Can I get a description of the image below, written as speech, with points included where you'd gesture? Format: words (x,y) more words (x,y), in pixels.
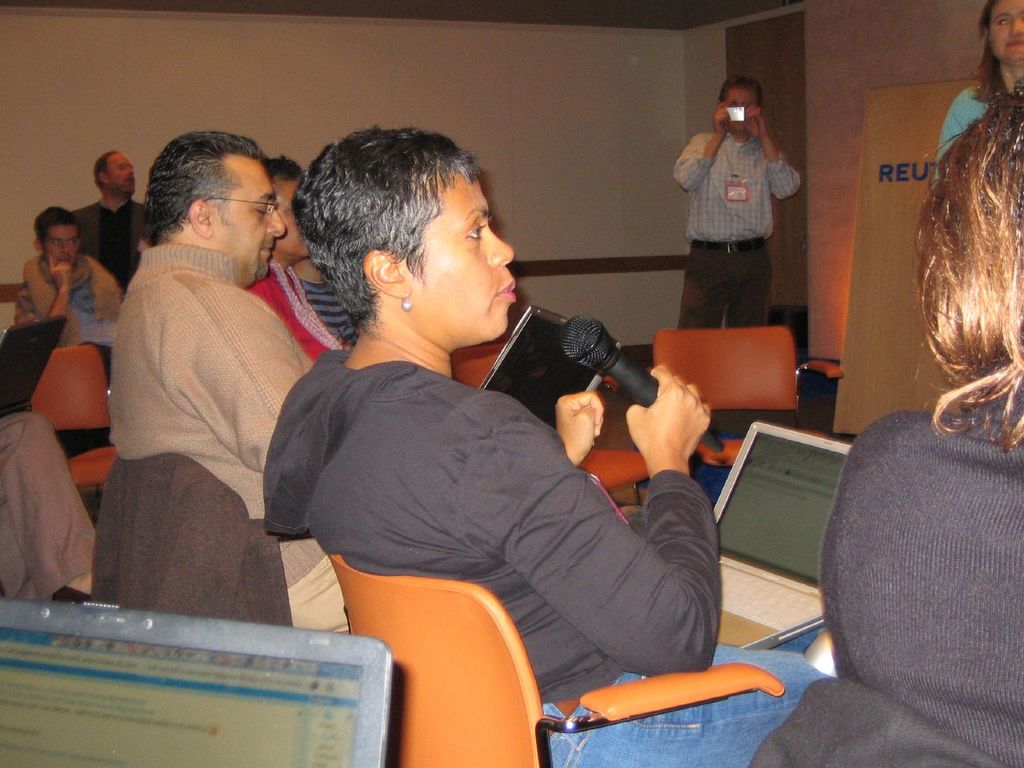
This is an image inside the room (281,148). In the foreground (425,419) we can see a woman (431,432) holding a mic (605,368) and speaking. She has a laptop (776,509) on her thighs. This man (715,137) in the background (764,163) is holding a camera (738,108) in his hands (750,114) and clicking the pictures.
